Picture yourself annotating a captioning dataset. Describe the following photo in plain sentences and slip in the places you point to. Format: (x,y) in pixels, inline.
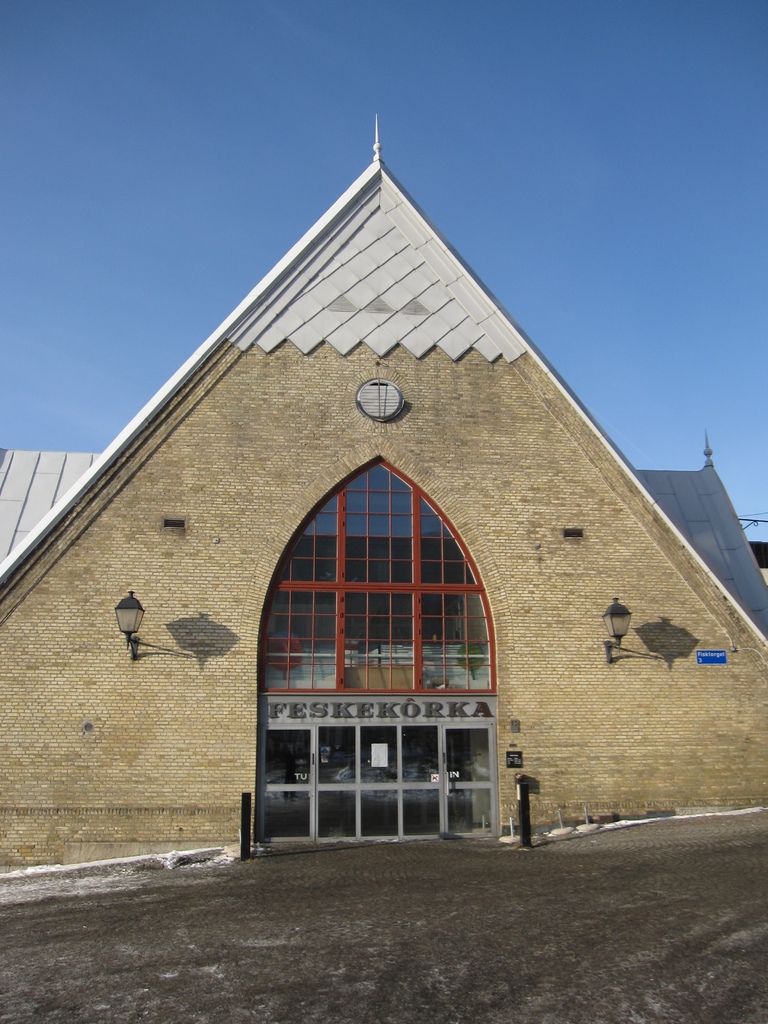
In this image we can see a building (197,702), there are some boards (718,658) with text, poles (526,812), lights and an object (377,390), in the background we can see the sky (326,36).
